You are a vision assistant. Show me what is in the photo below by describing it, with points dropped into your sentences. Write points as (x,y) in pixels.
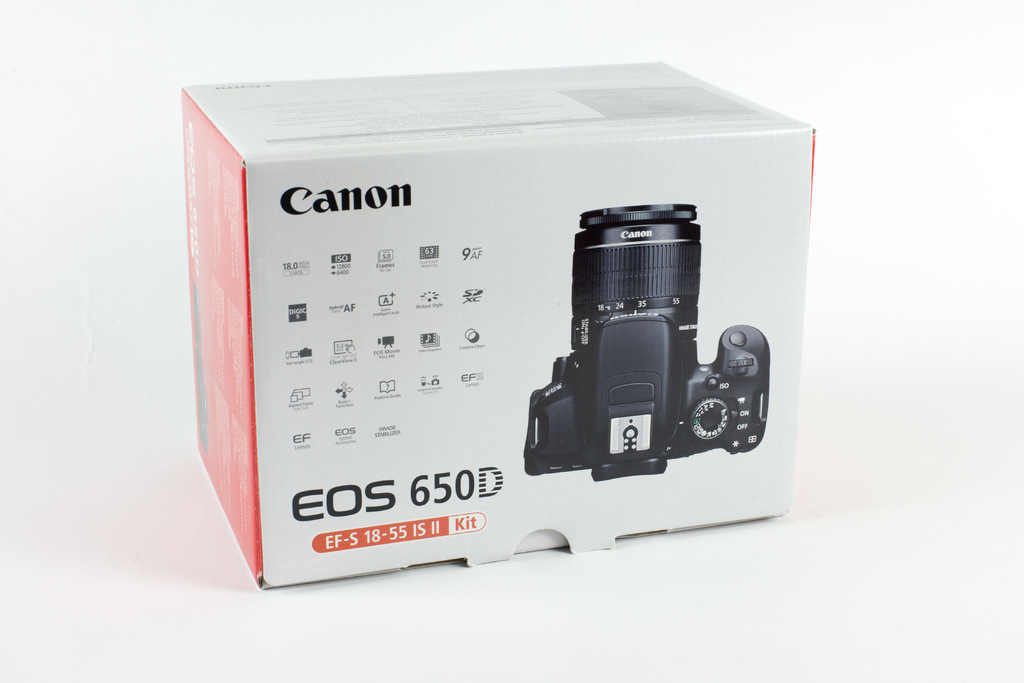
In this image there is a box (576,500). On the box (580,236) there is a camera (668,386). There is text canon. There are small icons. On the left (219,197) and right side of the box (220,237) is in red color. There is a white background (16,417).
